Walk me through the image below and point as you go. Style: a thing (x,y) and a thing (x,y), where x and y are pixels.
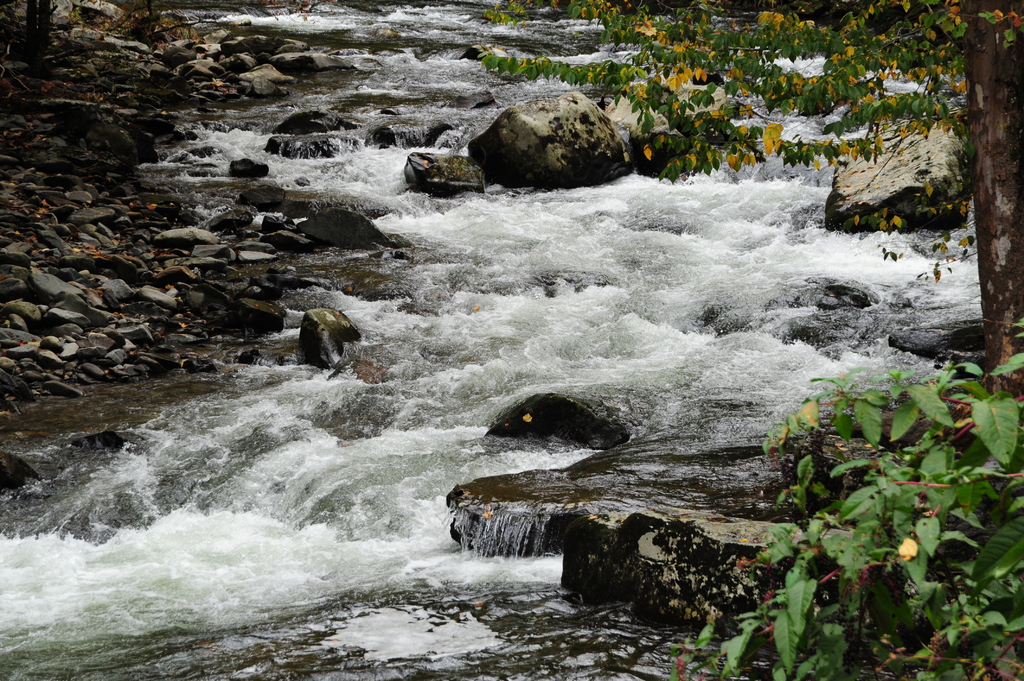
On the right side of the picture (982,85) there are trees (984,165). In the center of the picture (641,400) there are stones (687,524) and there is water (529,318) flowing. On the left (93,270) there are stones (113,157).
